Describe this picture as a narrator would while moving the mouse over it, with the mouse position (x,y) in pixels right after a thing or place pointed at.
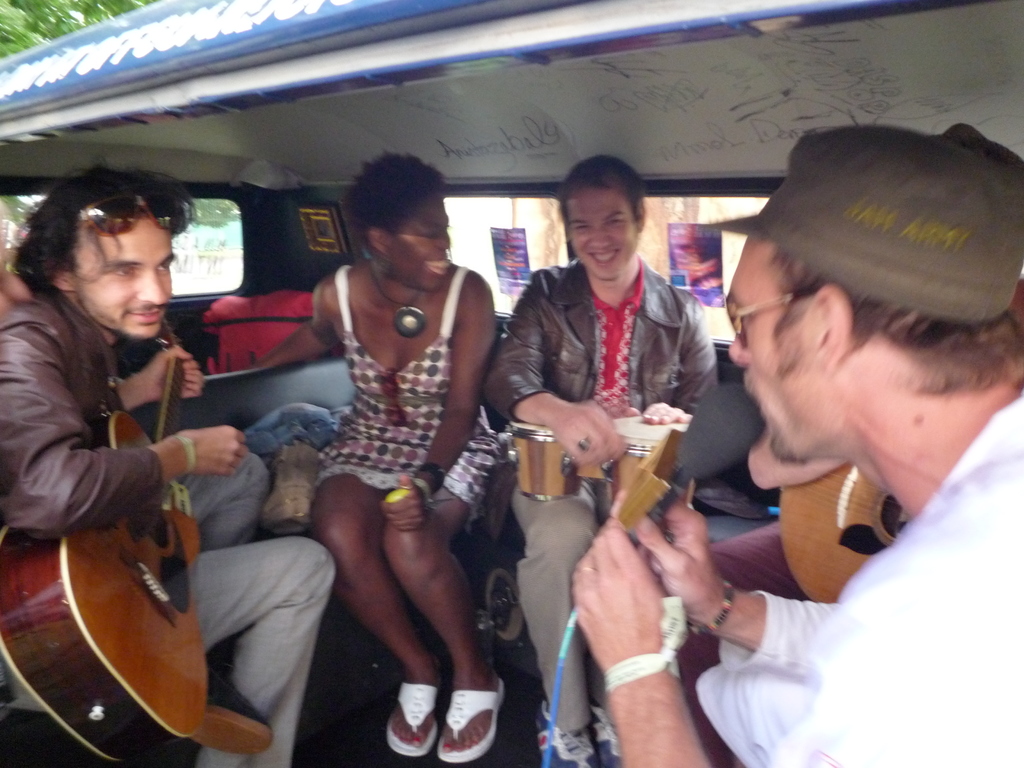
There is a vehicle (454,251). There is a group of people (547,370). They are sitting on a seats (221,396). On the right side (734,304) we have a person (851,394). He is wearing a spectacle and cap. On the left side (22,383) we have a another person (104,416). He is holding a guitar (161,563). In the center (464,448) we have a two persons (457,341). She is holding a ball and another man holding a drum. We can see in background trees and posters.
